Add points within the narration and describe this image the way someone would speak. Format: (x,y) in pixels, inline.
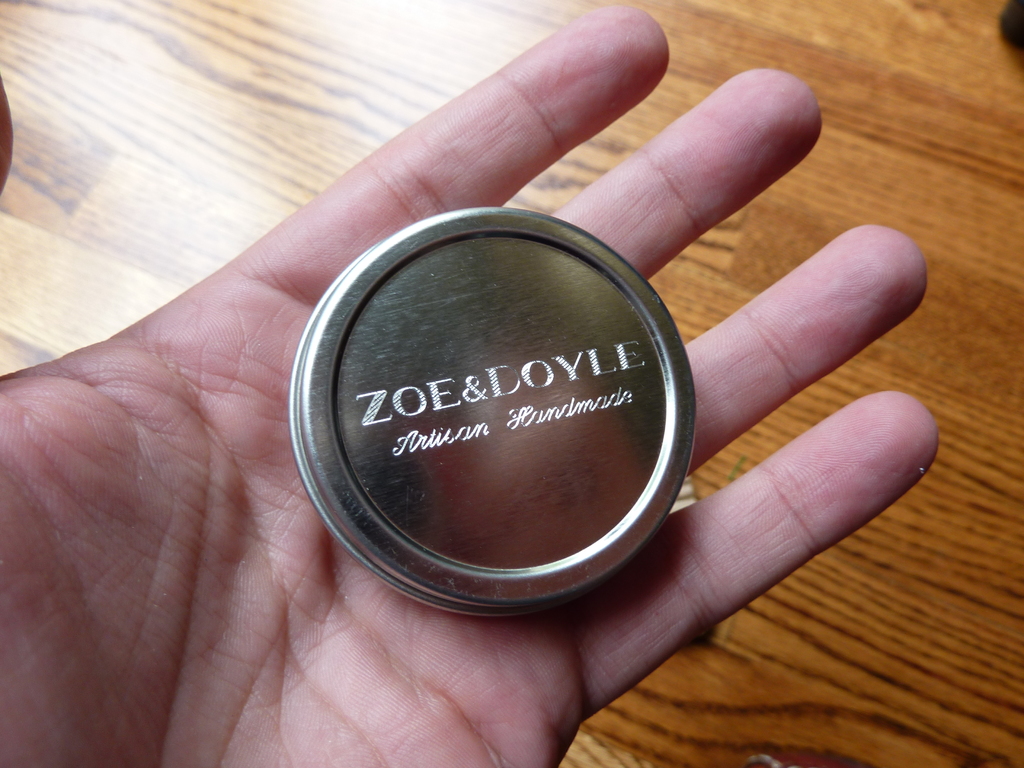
Person hand (146,716) with box (584,276). This is wooden floor (378,113).
